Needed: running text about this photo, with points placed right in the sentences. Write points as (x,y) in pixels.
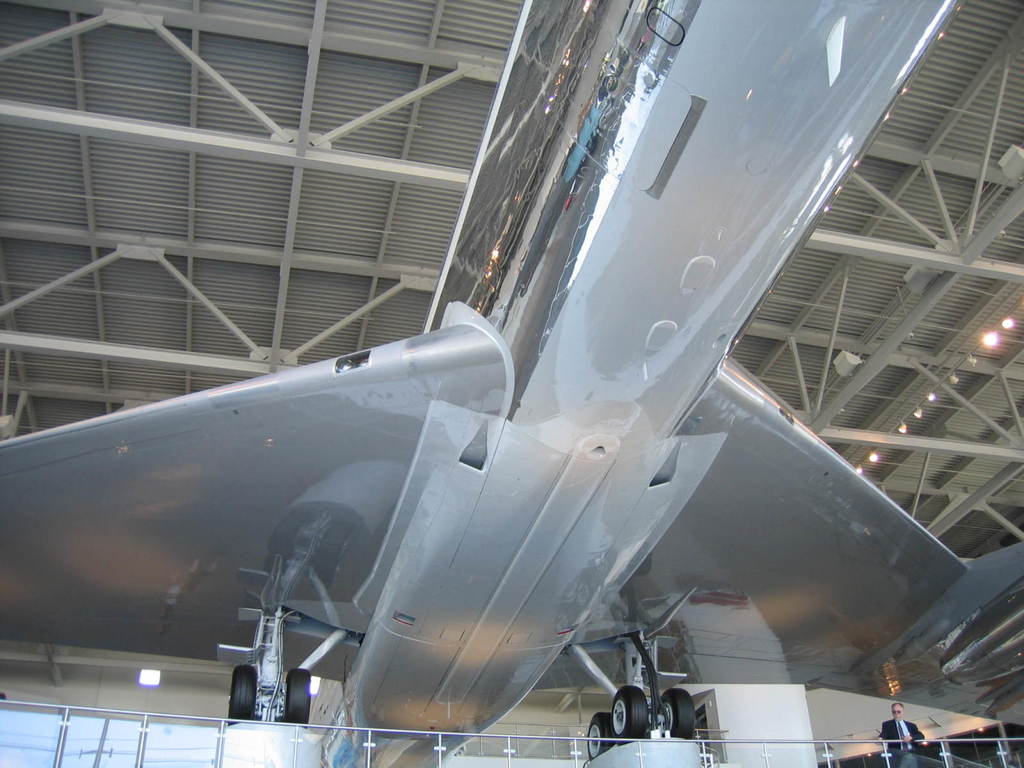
The picture contains a bottom view of an airplane (409,426) and on the right side (889,732) there is a person (899,715), in the background (284,272) there is a roof (873,283).
